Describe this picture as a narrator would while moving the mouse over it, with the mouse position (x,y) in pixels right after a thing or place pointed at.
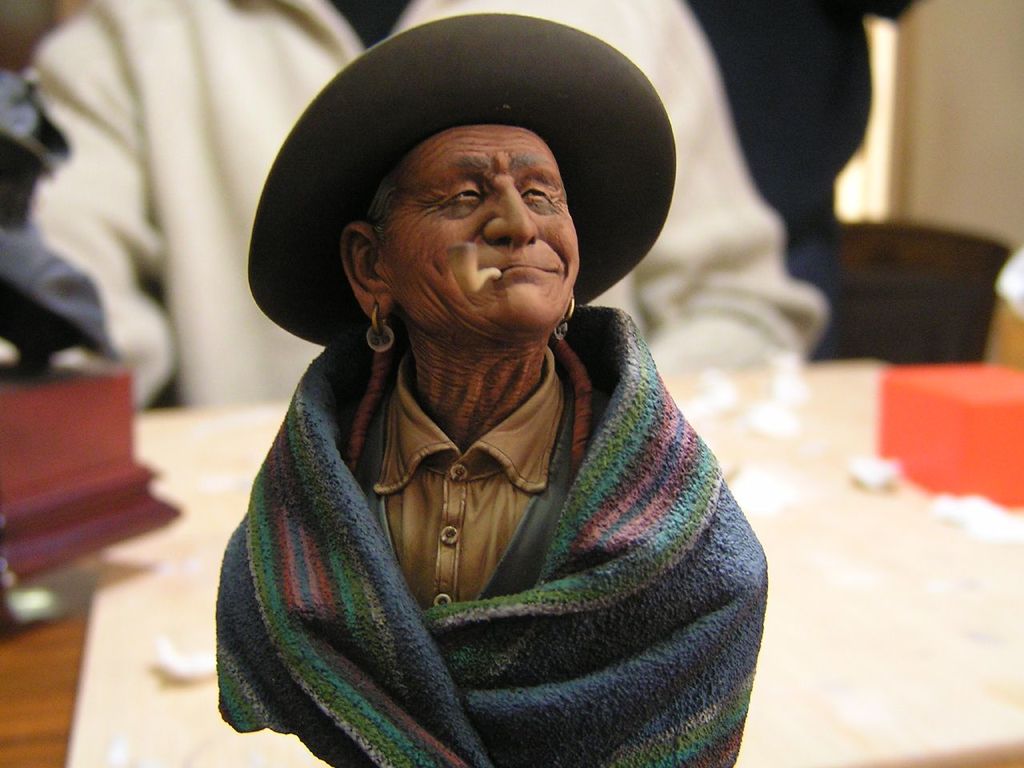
In the center of the image (634,336) we can see the sculpture (471,332). In the background (996,431) we can see the table (850,499) and on the table (773,439) we can see some papers (710,388) and also some other objects (124,500). We can also see some person (686,160) and also the wall (1009,28).
